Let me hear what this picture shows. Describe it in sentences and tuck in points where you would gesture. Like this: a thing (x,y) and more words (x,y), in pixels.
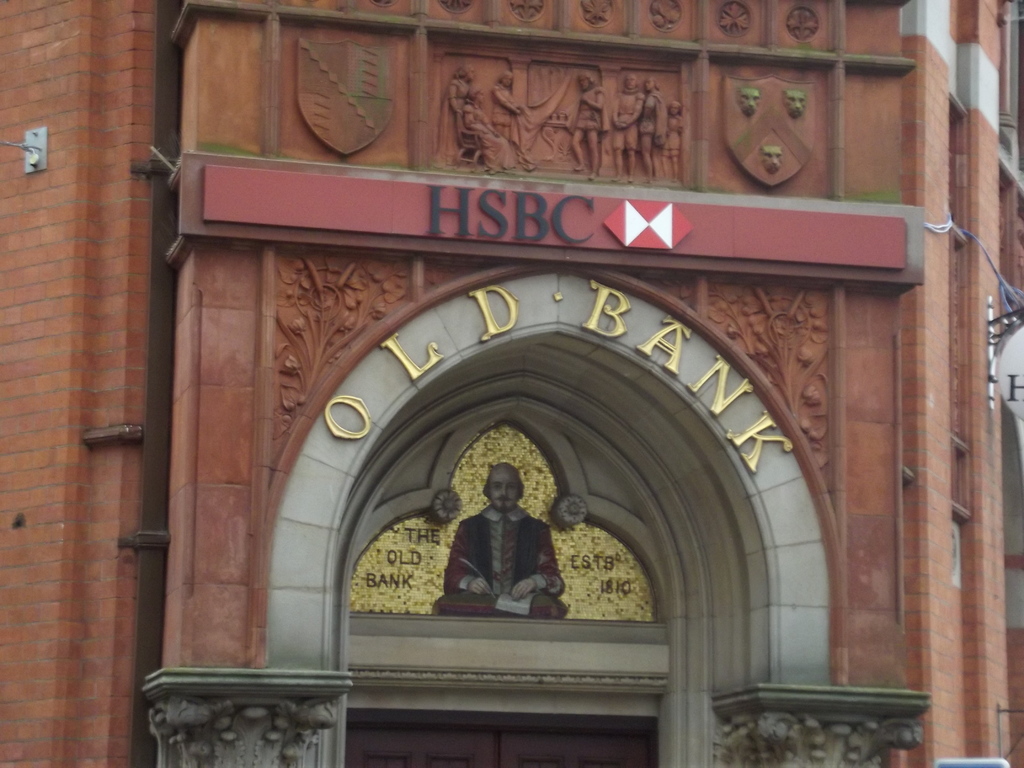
In this image, we can see a building (812,409), brick walls (939,450), carvings (790,294), name board (564,214), some text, pipes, ropes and few objects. At the bottom (543,741), we can see doors (518,751) and few things (902,744). Right side of the image (1014,371), we can see a banner (1017,369).
